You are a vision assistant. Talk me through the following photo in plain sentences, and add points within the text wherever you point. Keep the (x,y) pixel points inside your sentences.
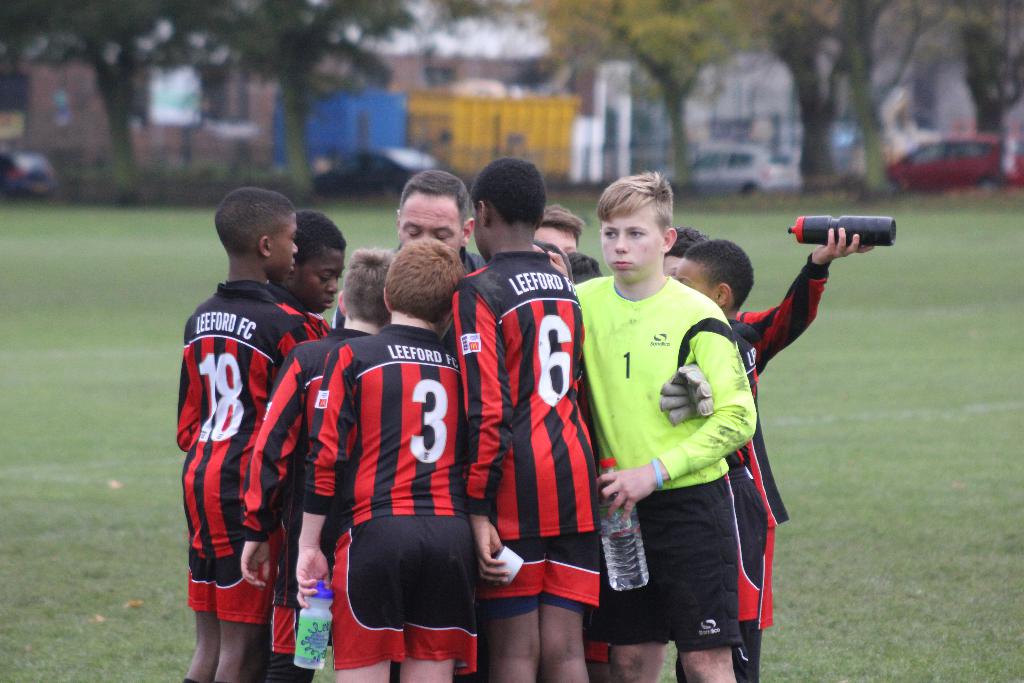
In this image in the center (430,264) there are some boys (487,430) standing, and some of them are holding some bottles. In the background (352,128) there are some buildings (922,80), trees (296,162), vehicles (925,151) and a fence (517,143). At the bottom (862,522) there is grass (147,282).
